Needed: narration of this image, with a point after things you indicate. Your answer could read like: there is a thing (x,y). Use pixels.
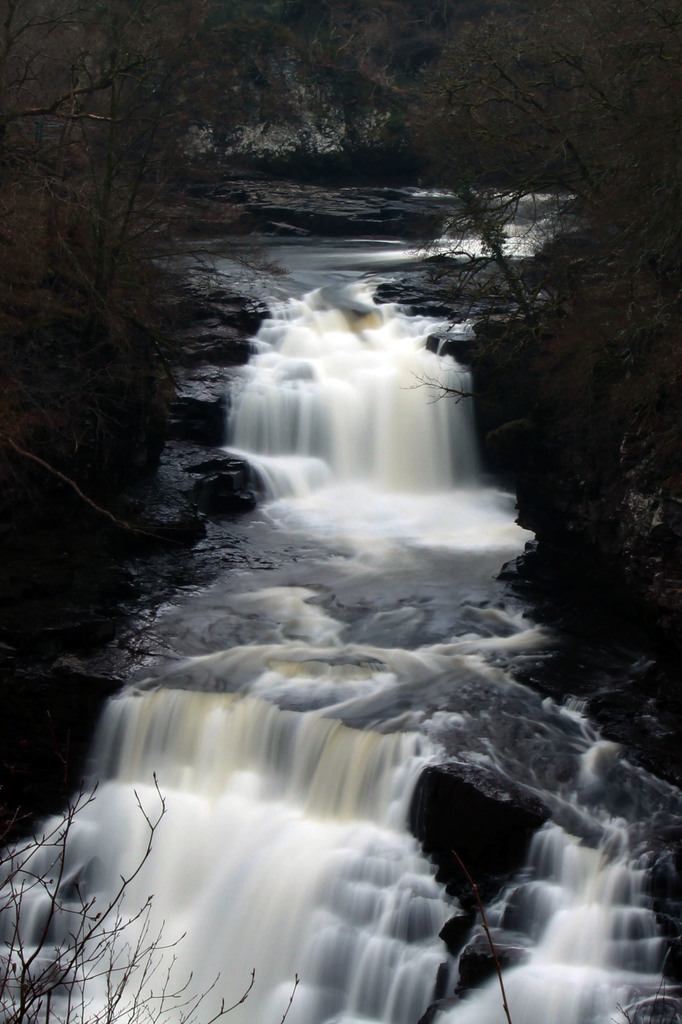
In this image I can see the waterfalls (355,386) and I can see dried trees (560,77).
